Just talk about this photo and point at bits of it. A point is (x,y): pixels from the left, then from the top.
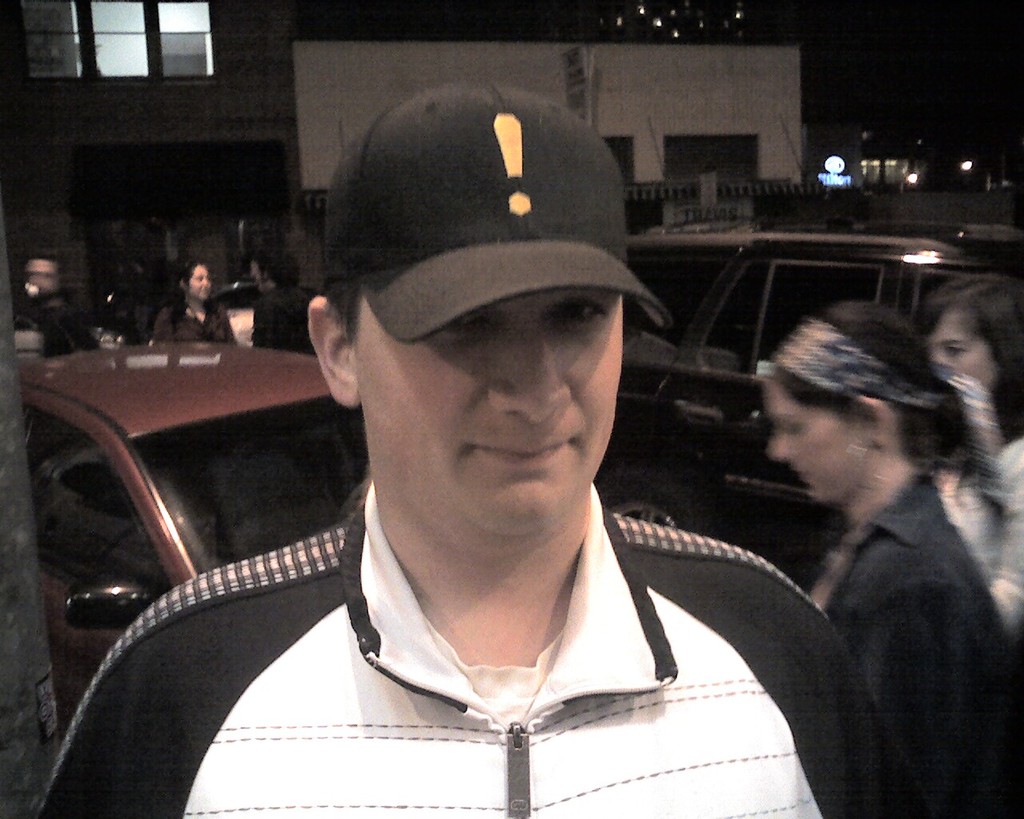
In the foreground (427,448) there a person (424,743) wearing t-shirt (279,682), cap (358,284) on the head (415,402), smiling and looking at the picture. In the background (85,456) there are few cars (121,398), people (173,318) and a building (247,93). This is an image clicked in the dark.
